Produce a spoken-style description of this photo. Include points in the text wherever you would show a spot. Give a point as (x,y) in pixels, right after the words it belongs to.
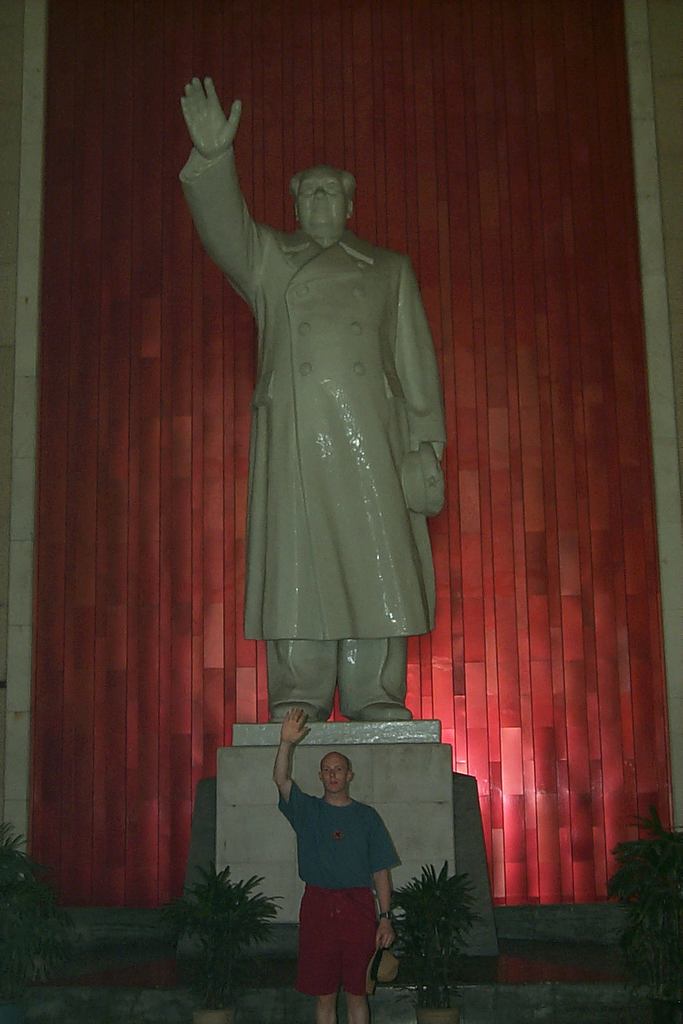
In this picture there is a statue (274,701) in the center of the image (296,509) and there are plants (656,884) at the bottom side of the image (264,899), there is a person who is standing in the center of the image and the background (531,38) area of the image is red in color.
